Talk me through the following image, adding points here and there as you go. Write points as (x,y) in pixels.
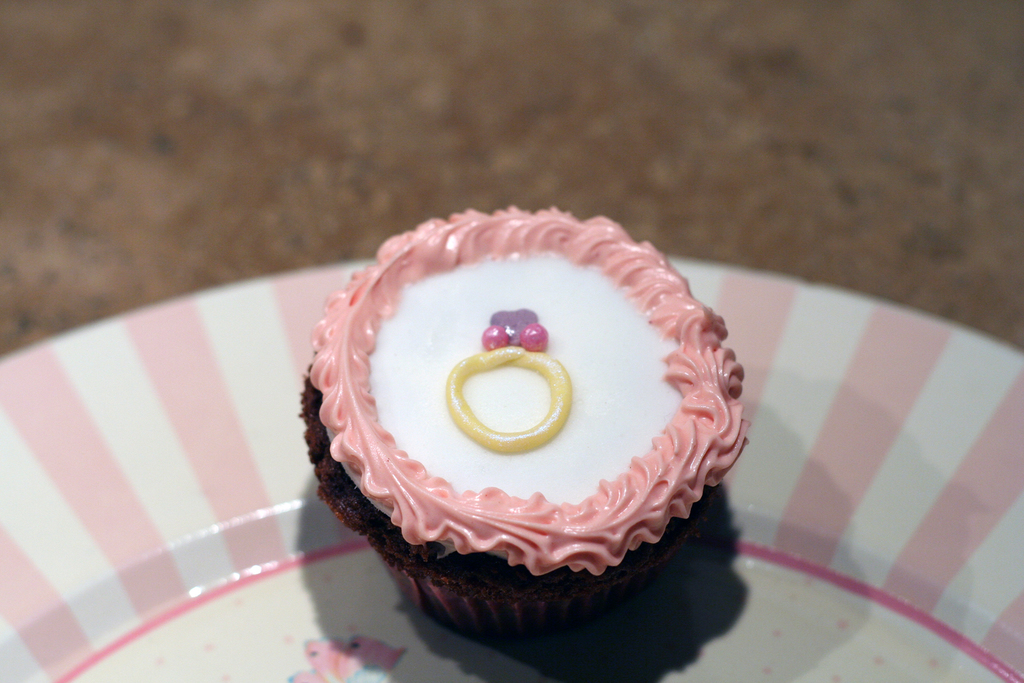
In this image I can see a plate (152,446) which is white and pink in color is on the brown in color surface (194,136). On the plate (132,463) I can see a cupcake (423,380) which is brown, white, pink and yellow in color.
